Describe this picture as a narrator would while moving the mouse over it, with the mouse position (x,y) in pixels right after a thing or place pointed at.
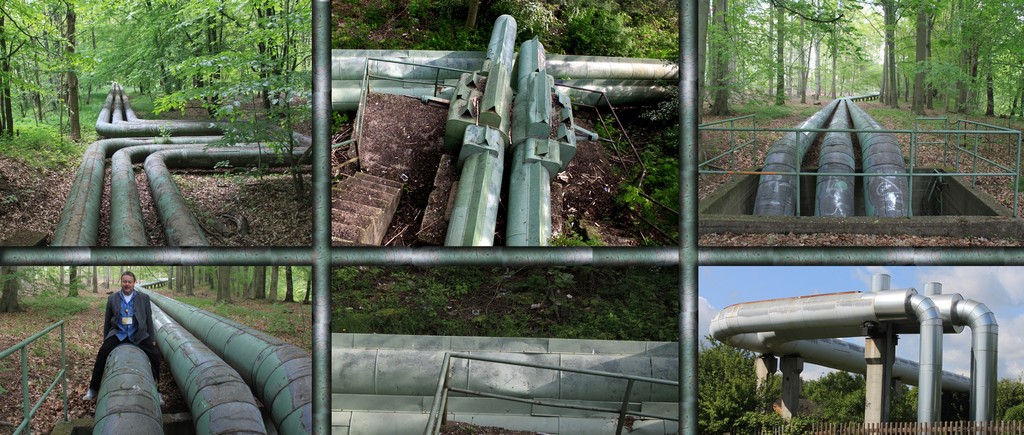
This is a collage picture, in this picture we can see a person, pipes (461,223) and trees (187,267).
